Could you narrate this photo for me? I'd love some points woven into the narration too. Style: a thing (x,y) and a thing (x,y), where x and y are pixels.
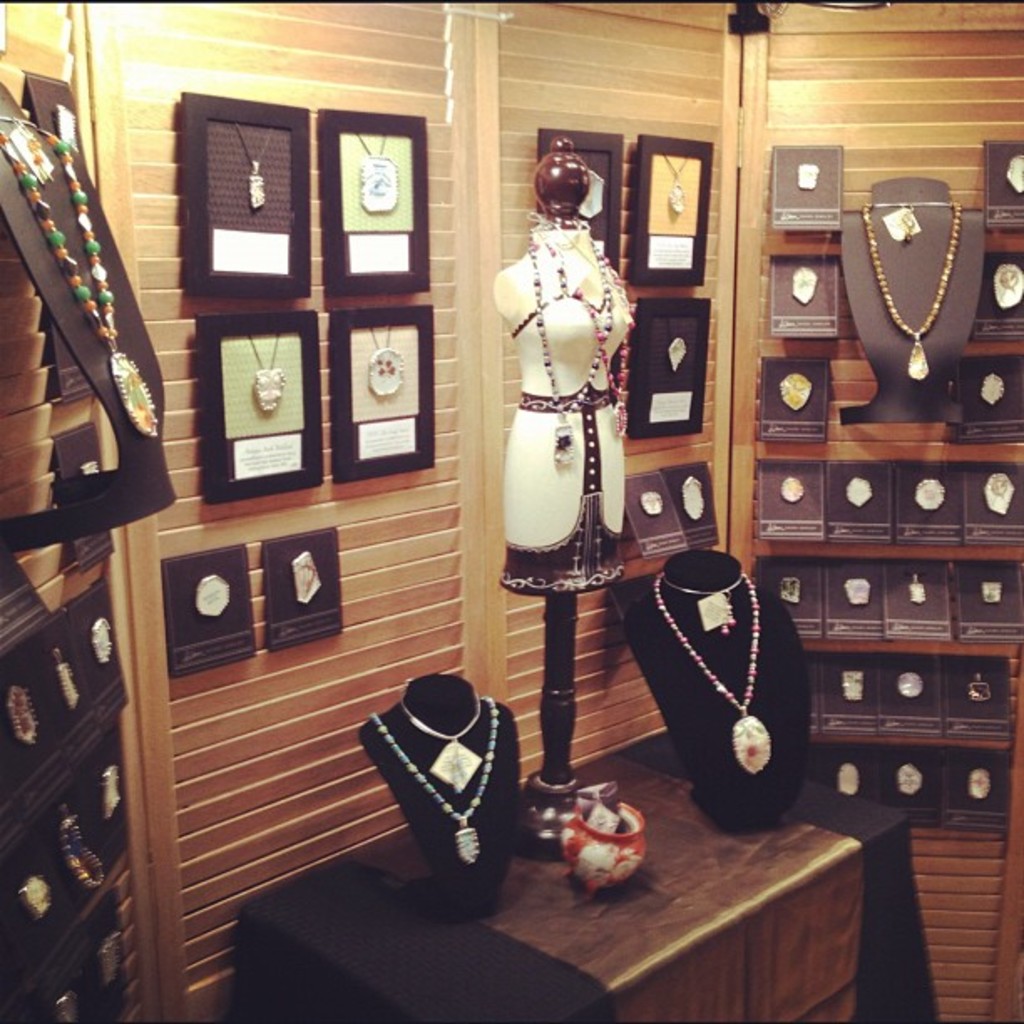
In this image I can see the mannequins (512,794) with chains (563,461) on the table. In the background (252,631) I can see few more chains (99,634) with frames (430,427) and boxes (234,587). These are attached to the wooden object (275,69).
